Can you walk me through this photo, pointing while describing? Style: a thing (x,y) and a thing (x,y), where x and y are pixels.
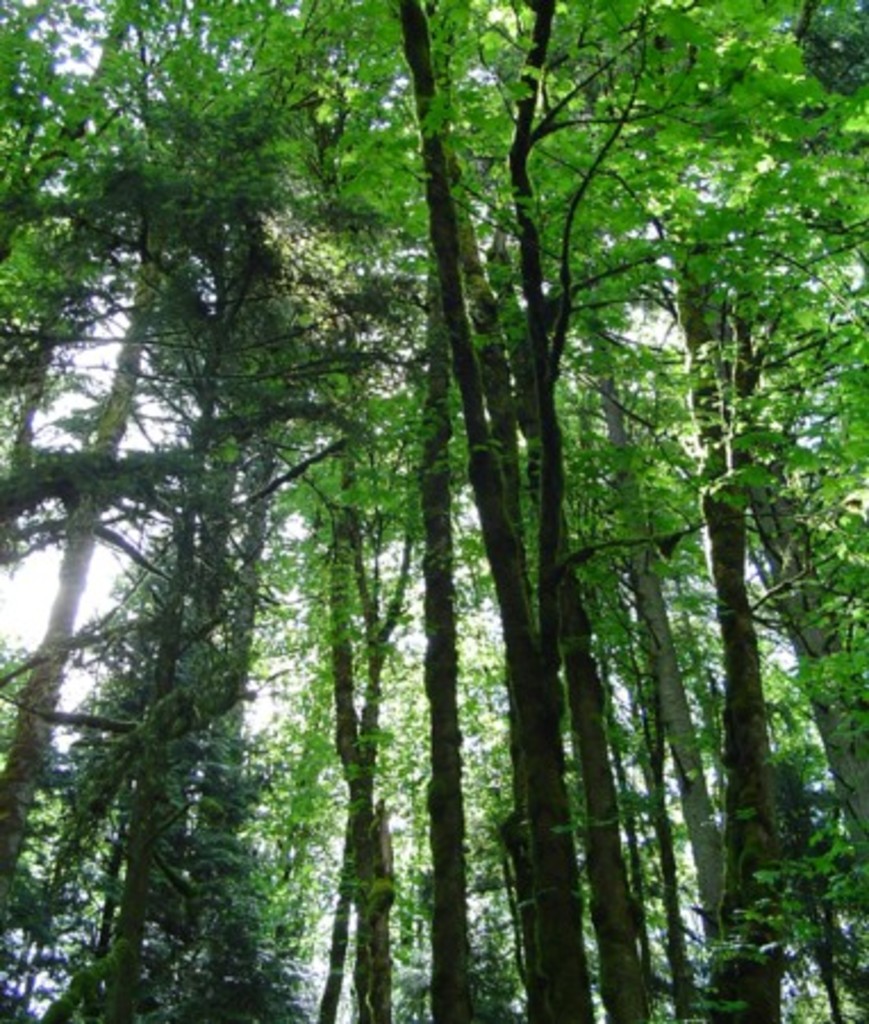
In the image in the center (442,408) we can see the sky (82,401), clouds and trees (339,473).
